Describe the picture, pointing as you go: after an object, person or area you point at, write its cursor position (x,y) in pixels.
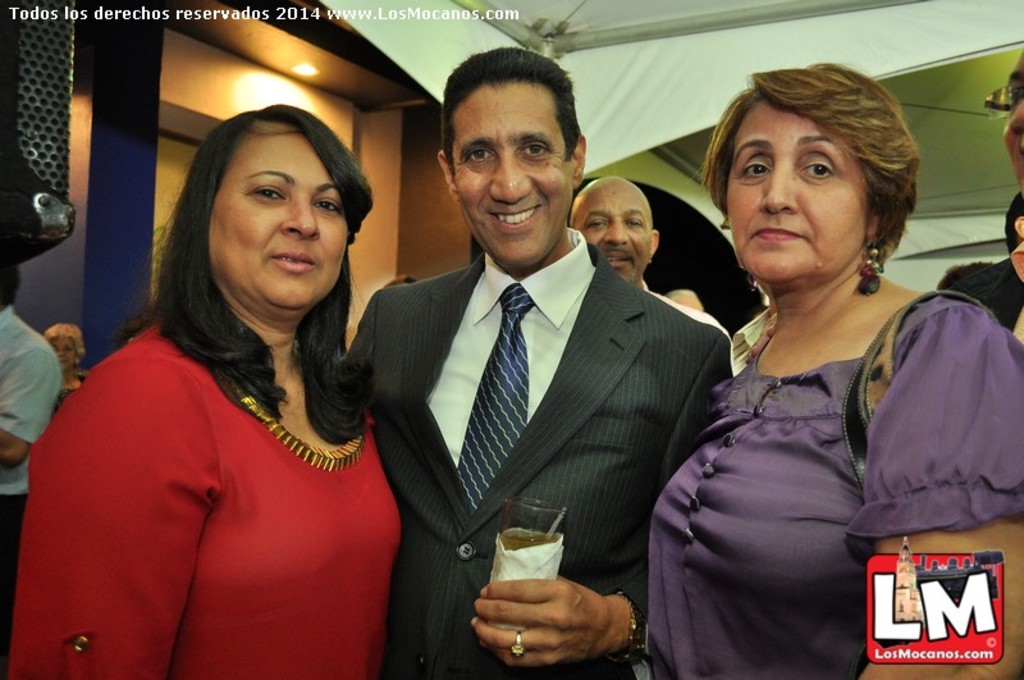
In this image we can see people (745,366) and they are smiling. He is holding a glass (547,504) and tissue paper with his hand (610,611). In the background (90,251) we can see wall (430,243), light (301,64), and ceiling (816,52). At the bottom of the image (928,572) we can see a logo (967,657).
